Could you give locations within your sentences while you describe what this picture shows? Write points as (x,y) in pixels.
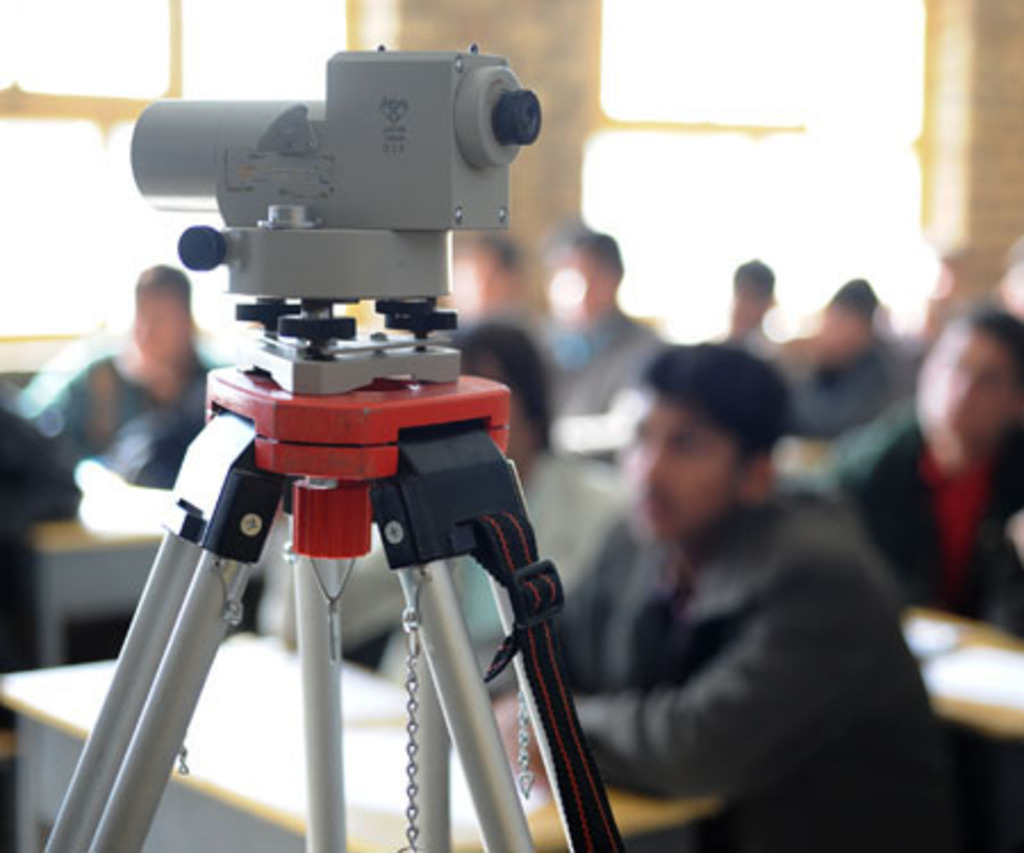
In this picture I can see few people (548,525) seated and I can see tables (260,700) and I can see papers (979,697) on one of the table (1001,631) and I can see a area measuring machine (384,131) to the stand (260,433).
